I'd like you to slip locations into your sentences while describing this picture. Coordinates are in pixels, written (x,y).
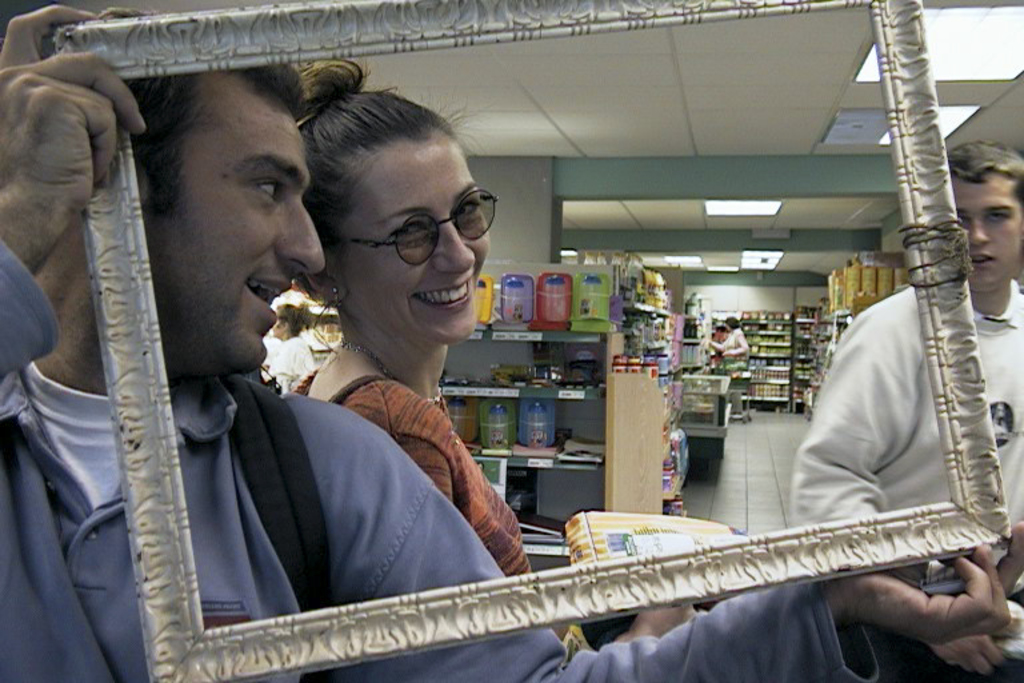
This picture looks like a shopping mall (600,434), in this image we can see a few people (429,518) holding the objects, behind them, we can see some shelves (638,470) with objects (542,435), at the top of the roof (647,201), we can see some lights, in the background (747,307) we can see a person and the wall (744,290).
